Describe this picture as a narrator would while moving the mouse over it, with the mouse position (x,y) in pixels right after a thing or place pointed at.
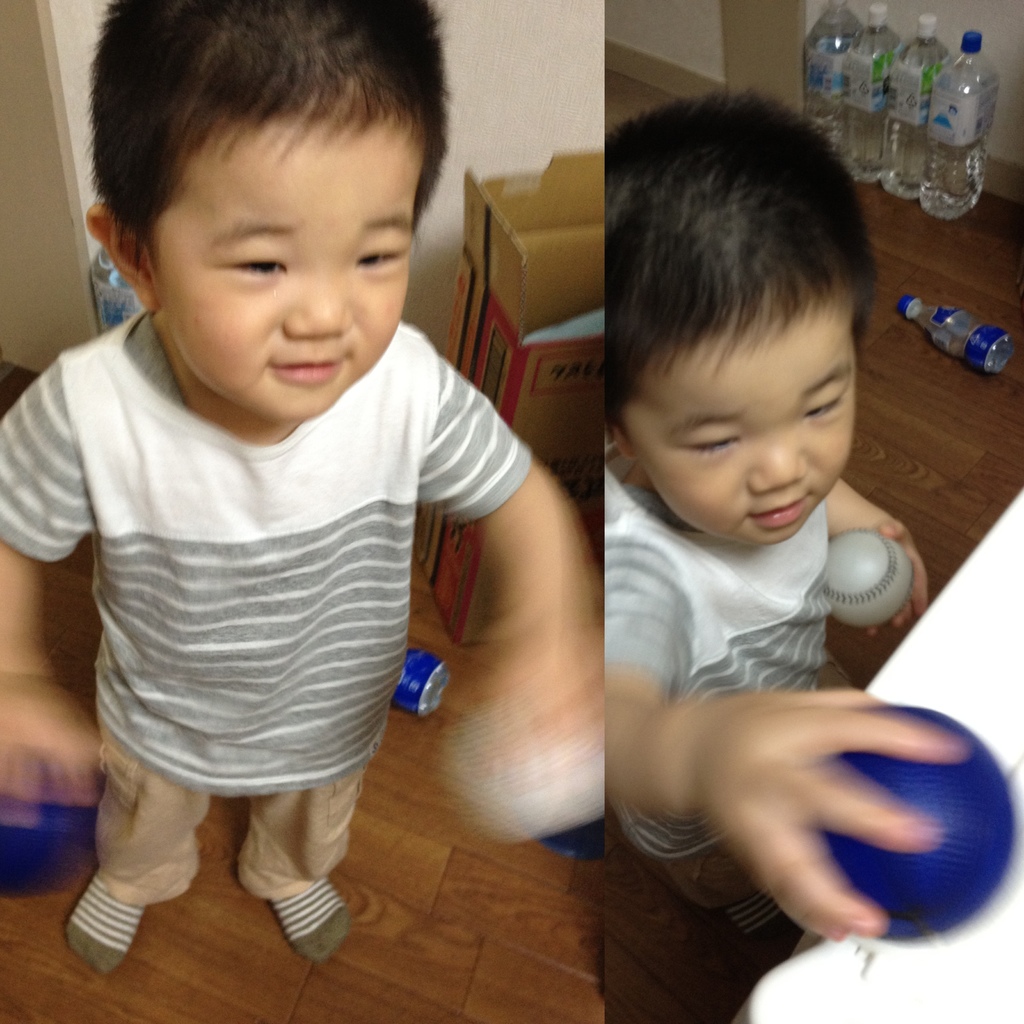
In this picture I can see a boy (486,492) on the left side (262,417), on the right side (754,784) a boy (698,675) is holding the balls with his hands (811,721), in the top right hand side (821,108) there are bottles (962,149). It looks like a photo collage.
